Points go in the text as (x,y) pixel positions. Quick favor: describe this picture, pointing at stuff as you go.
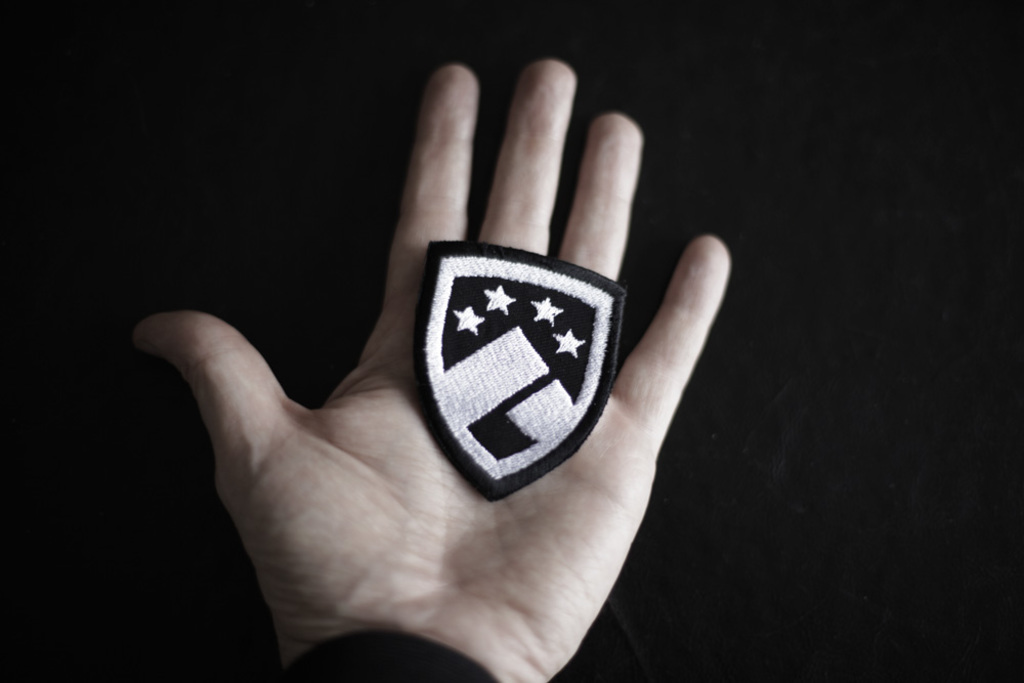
Here I can see a person's hand (519,523) holding a black color emblem (471,388). The background (822,574) is in black color.
